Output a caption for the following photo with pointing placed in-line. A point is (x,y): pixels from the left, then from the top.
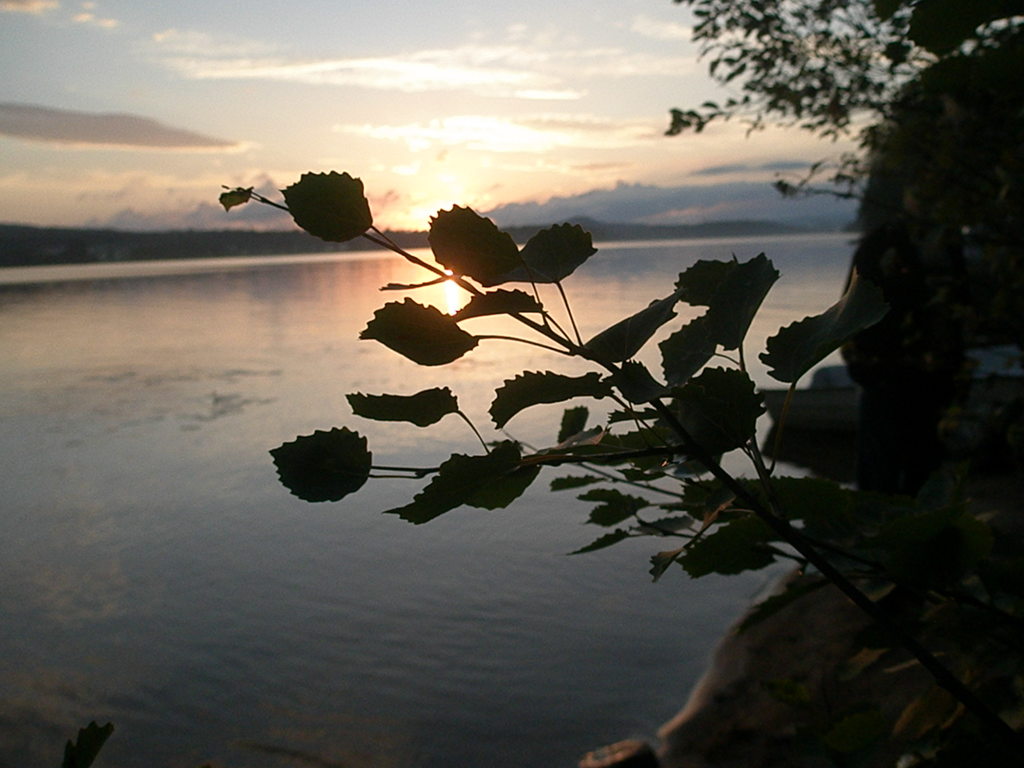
In this picture I can observe some plants (413,320) and trees (901,20). I can observe a river (274,539) in this picture. In the background (208,79) there is sky (273,73).
